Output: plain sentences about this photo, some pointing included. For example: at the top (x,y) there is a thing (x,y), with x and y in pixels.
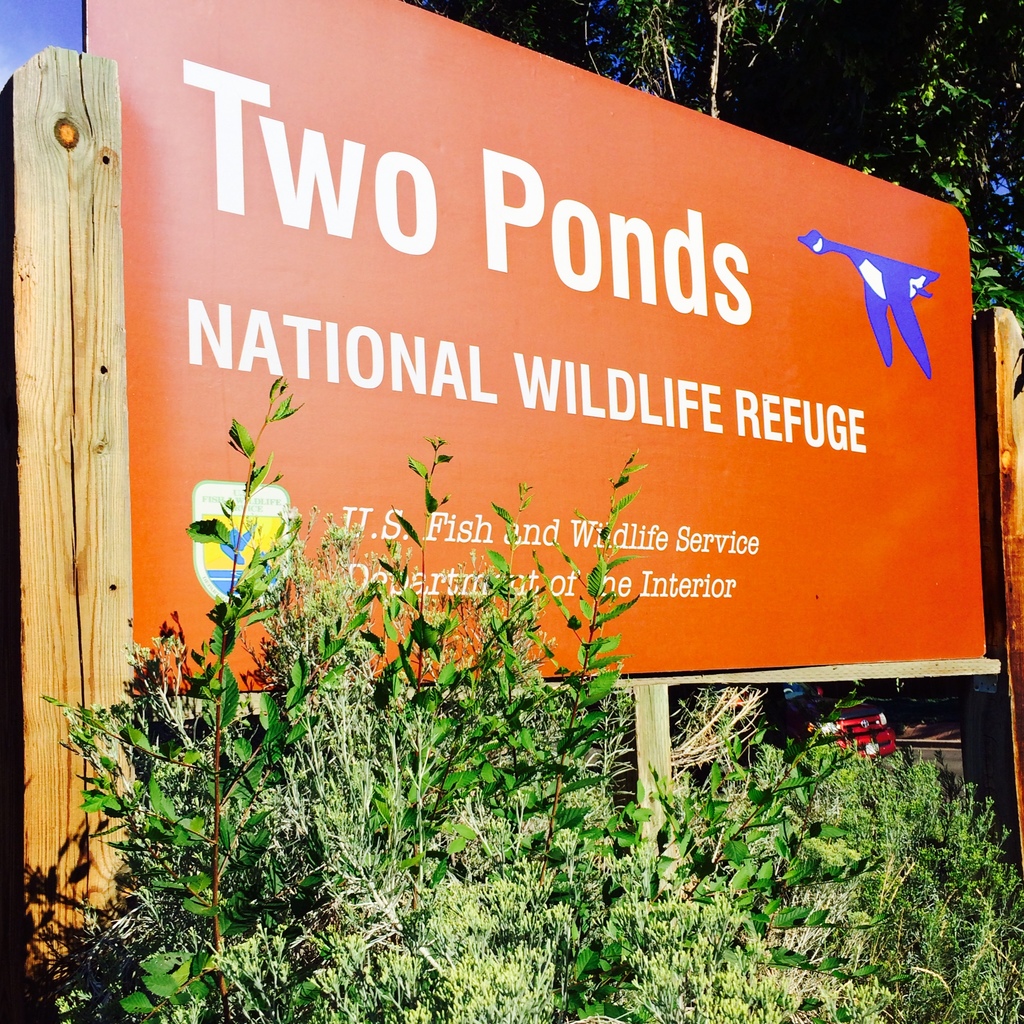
This picture is clicked outside. In the foreground (329,869) we can see the plants (332,817) and we can see the text (415,373) and some pictures (873,262) on the banner (190,31) which is attached to the wooden stand (689,678). In the background (789,9) we can see the trees (957,125) and some other items (862,750).
